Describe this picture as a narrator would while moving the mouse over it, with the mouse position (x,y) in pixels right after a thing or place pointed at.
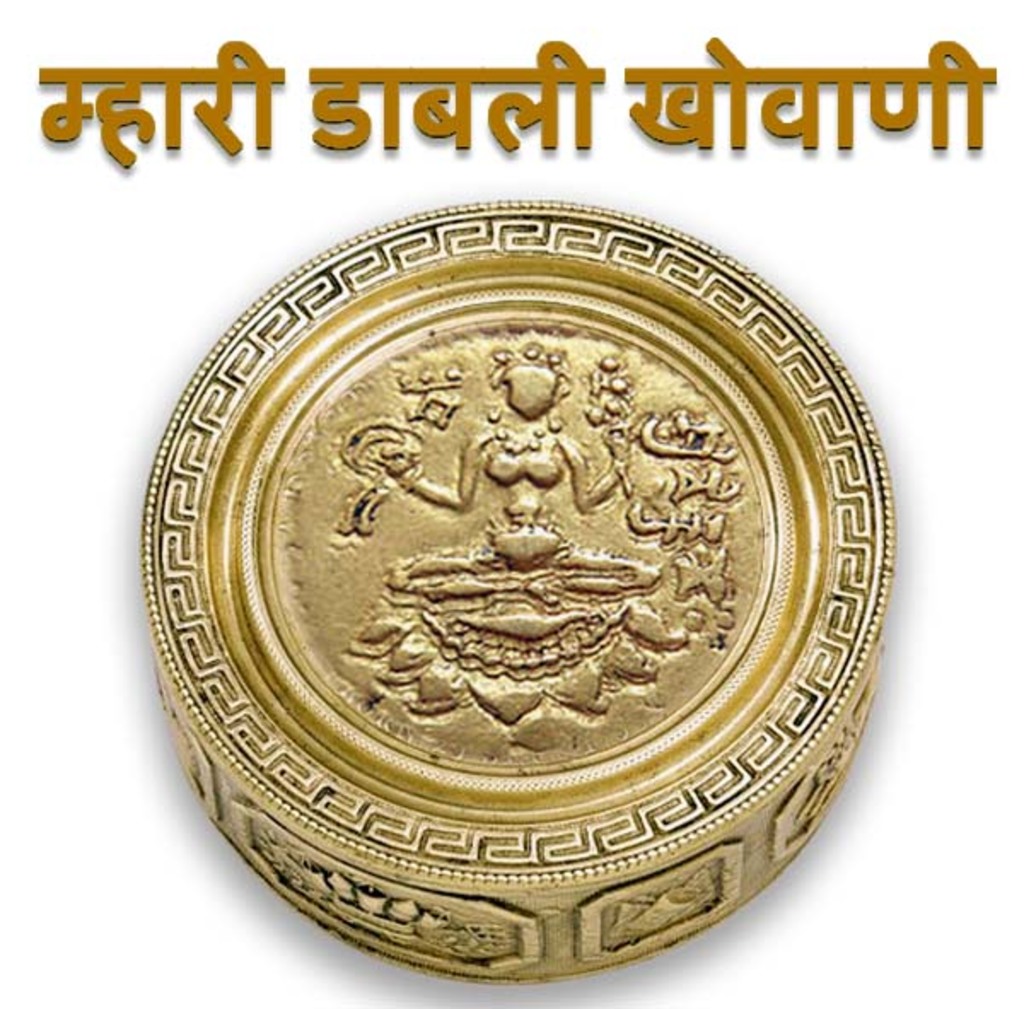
In this picture we can observe a coin (428,763) which is in gold color. We can observe some text (939,111) in Hindi in this picture.
